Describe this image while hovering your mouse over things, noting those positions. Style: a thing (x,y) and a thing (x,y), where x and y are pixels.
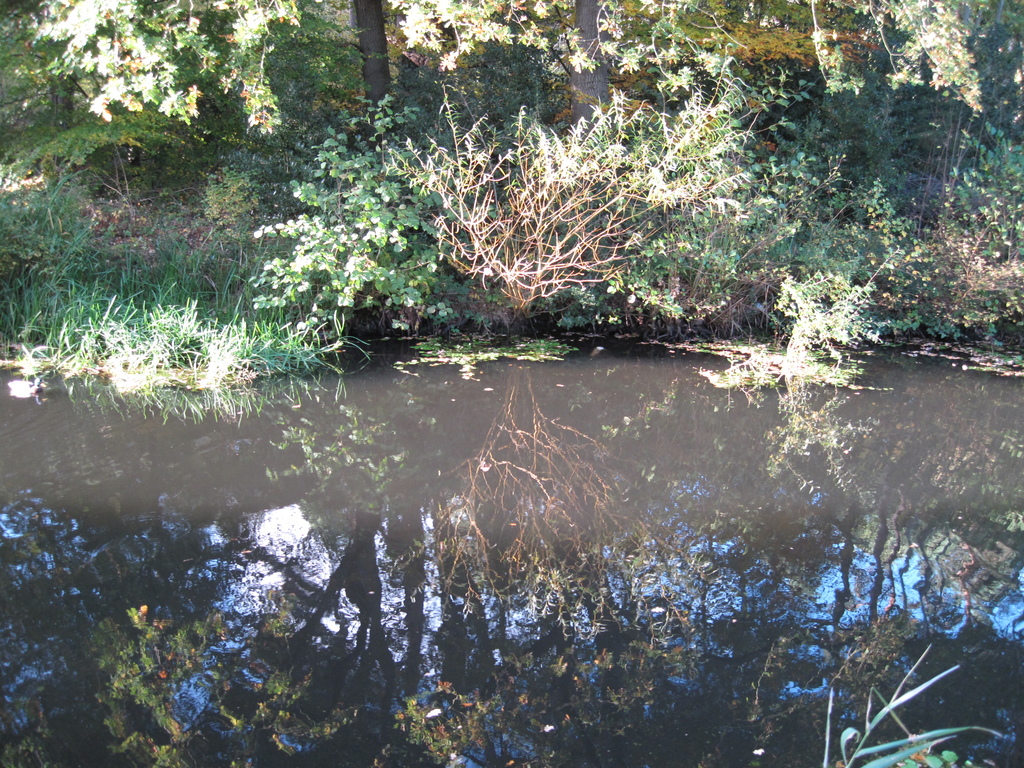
At the bottom (436,603) we can see the water (365,513) and in the background (212,242) there are plants (280,246), grass (239,254) and trees (199,137) on the ground (208,232).
